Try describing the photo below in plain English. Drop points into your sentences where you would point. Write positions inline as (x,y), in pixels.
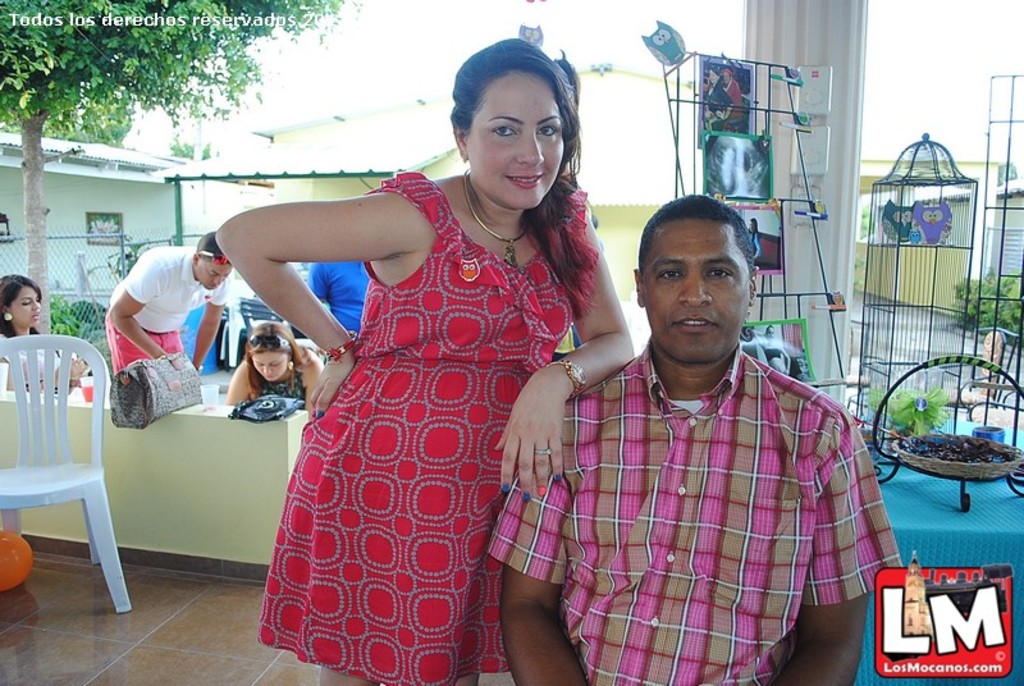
In this picture we can see man (543,496) sitting and beside to his woman (425,297) standing and both of them are smiling and in background (50,392) we can see chair (103,440), wall (169,432), bag (176,395), four persons (171,345), shelves (695,85), house (337,162) with sun shade (381,163), trees (114,42), sky (281,52).
